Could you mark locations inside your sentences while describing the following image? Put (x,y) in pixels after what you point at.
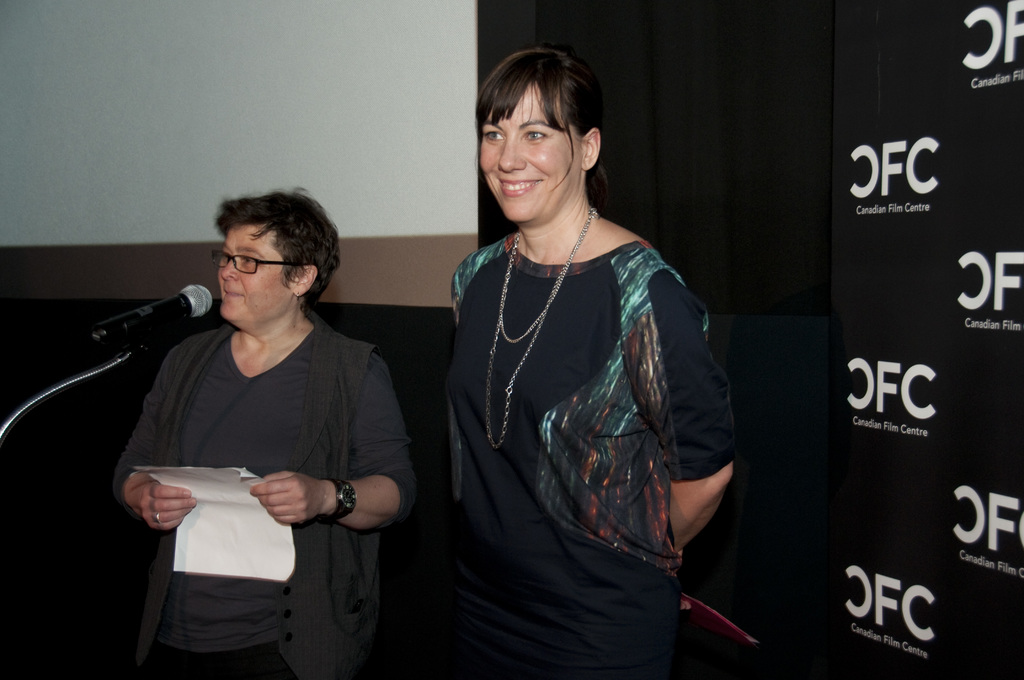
In this picture we can see two women (127,489) standing and holding papers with their hands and smiling and a woman (284,350) wore a spectacle (301,263), watch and in front of them we can see a mic (139,315) and at the back of them we can see a banner (934,316), screen (231,159), curtain (693,140).
